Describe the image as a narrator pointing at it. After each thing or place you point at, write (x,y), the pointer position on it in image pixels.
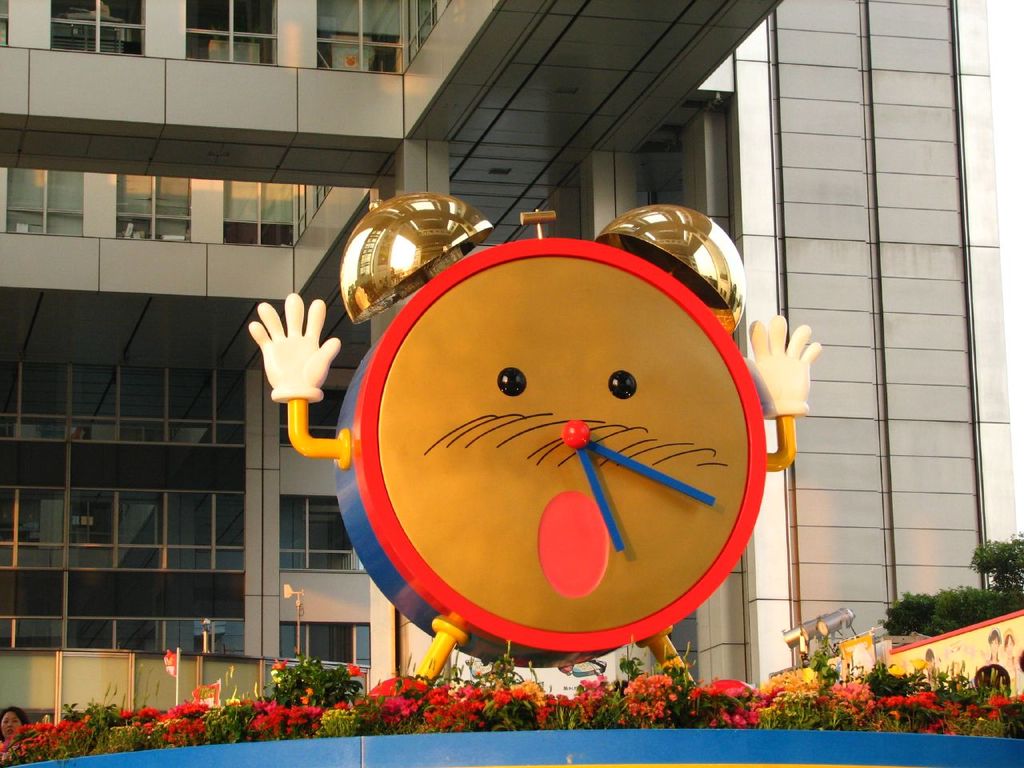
In the center of the image (504,286) we can see an alarm clock (596,425). In the background (841,184) there is a building (618,163). On the right (952,608) we can see some trees (948,593) and at the bottom (317,711) there are flowers (345,726).
